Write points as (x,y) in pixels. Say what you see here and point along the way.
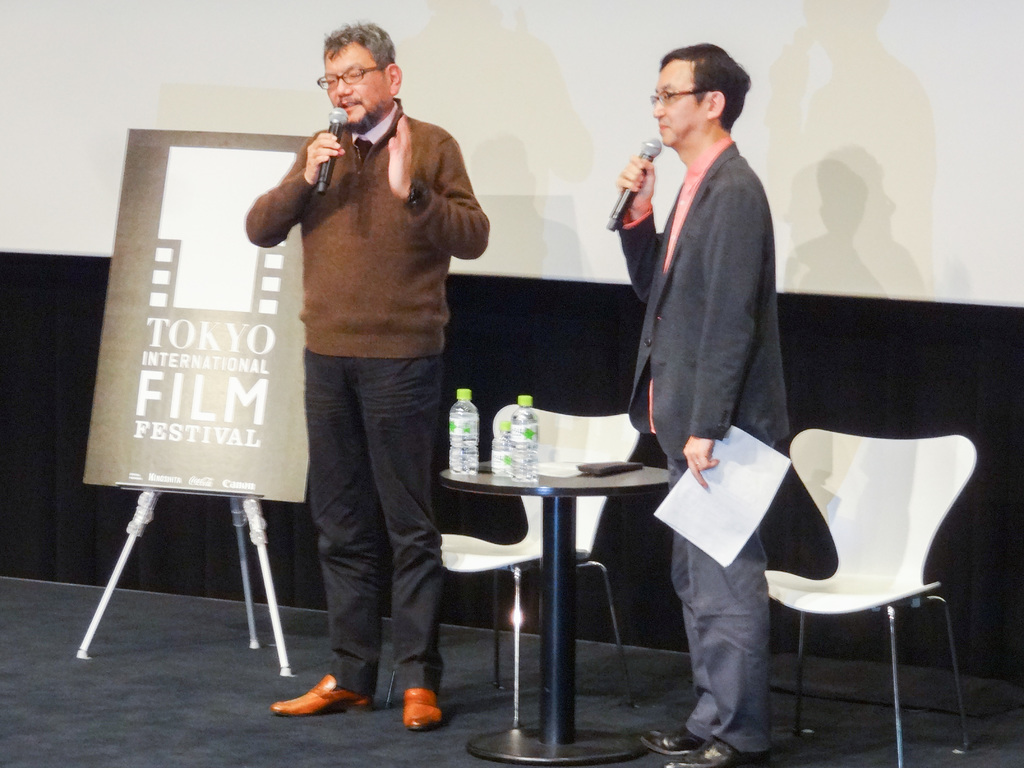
There are two man (410,629) standing and talking on a micro phone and beside them there is a table (551,481) with water bottles (499,451) on it and chairs (553,422).
